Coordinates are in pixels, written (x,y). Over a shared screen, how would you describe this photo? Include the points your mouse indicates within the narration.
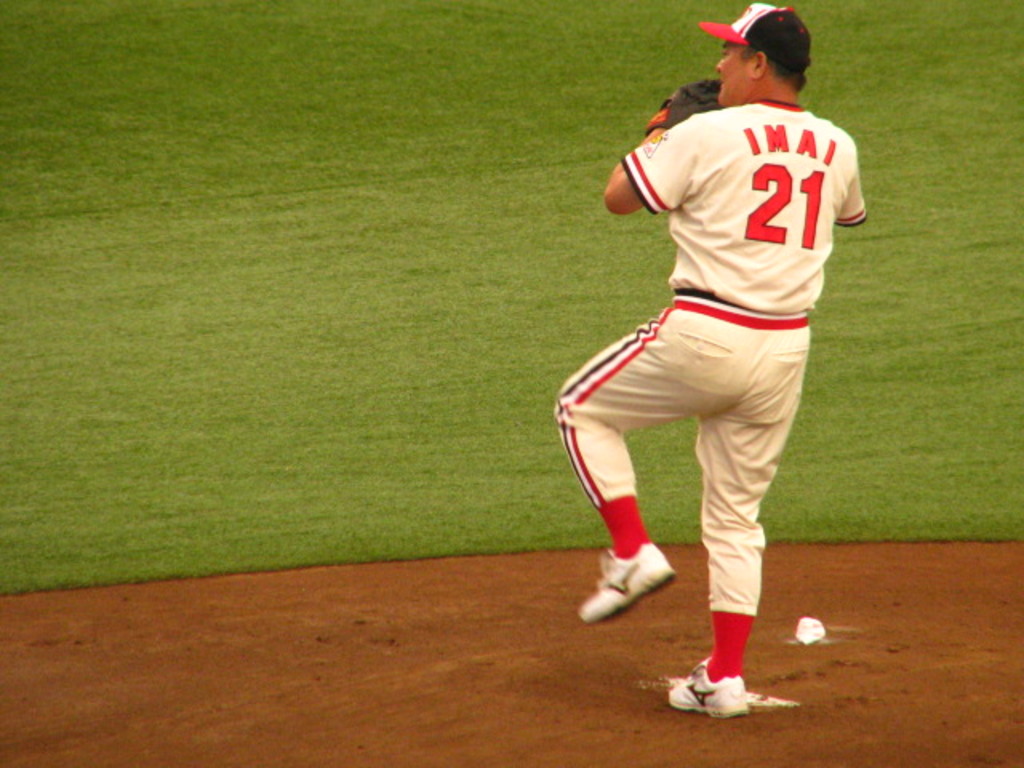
In the image there is a person (638,335) standing on the ground (423,715) by lifting his one of the leg (649,386) upwards and in front of him there is a lot of grass (935,401).
